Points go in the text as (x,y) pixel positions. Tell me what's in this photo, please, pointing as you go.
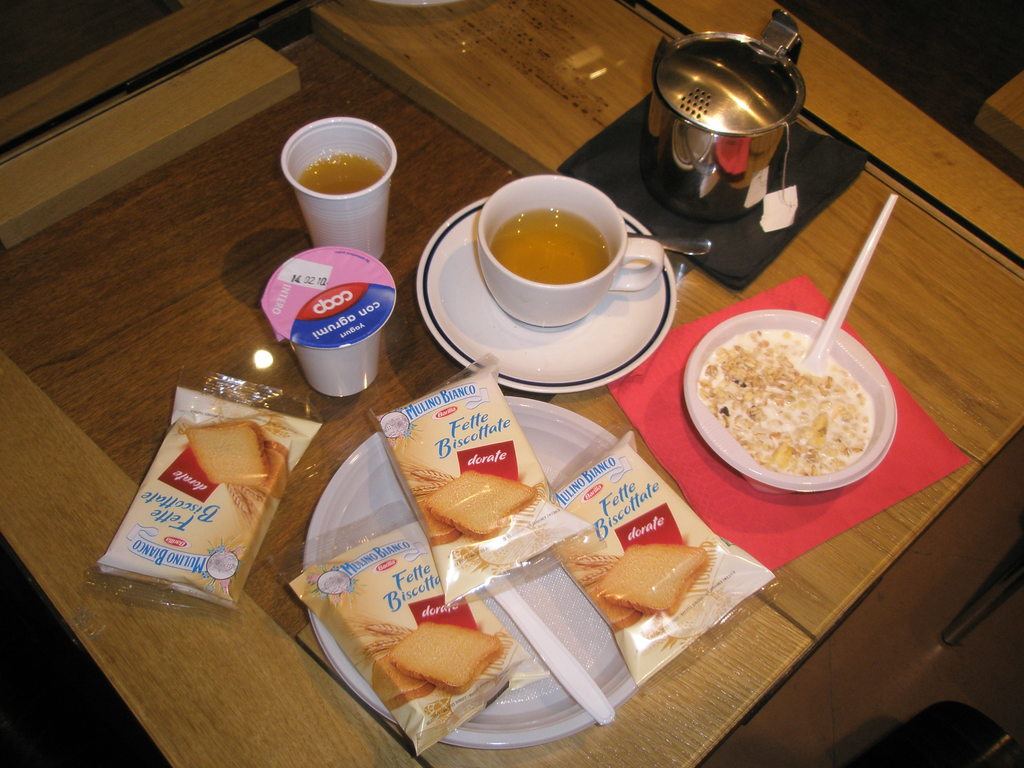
In the image there is a wooden table (655,702). On the table (276,201) there is a plate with packets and a spoon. Beside the plate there is another packet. And also there is a cup (602,264) with saucer (564,345), bowl (708,338) with food (794,471) and a spoon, glass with liquid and steel cup (762,146) with a tea bag (784,203) in it. Under that cup (689,146) there is a black tissue (832,188).
